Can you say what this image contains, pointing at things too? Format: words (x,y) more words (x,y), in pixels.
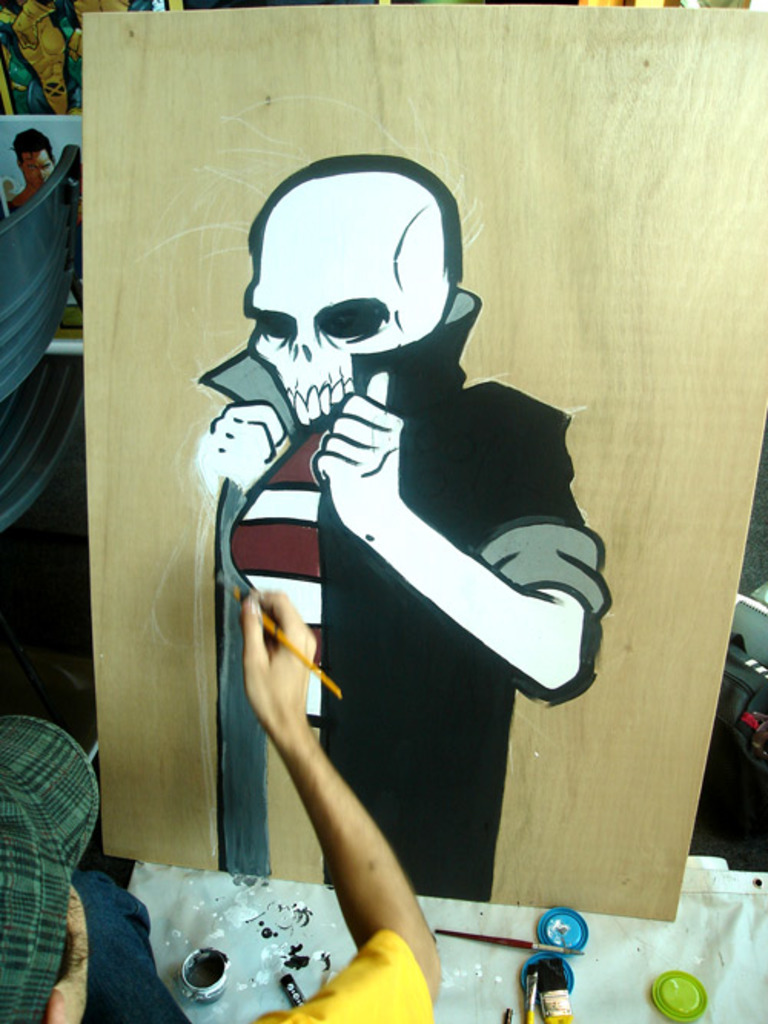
In this image we can see a person (378,855) painting the picture (452,541) of a skeleton (449,569) on a wooden board (390,528). We can also see some containers (557,955) and brushes (554,993) in front of him.
